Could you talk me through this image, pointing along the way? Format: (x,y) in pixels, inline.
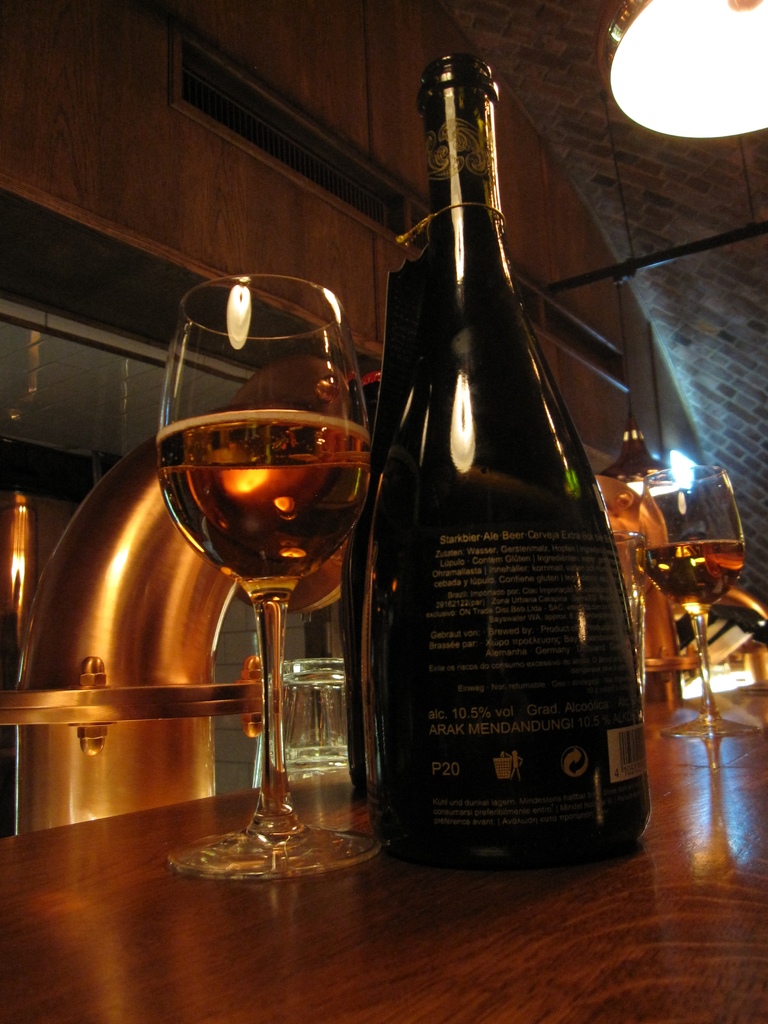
This picture is inside view of a room (375,498). In the center of the image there is a table (506,931). On table (653,826) we can see a wine bottle (518,500), glasses (297,476) are present. At the top of the image (78,154) cupboards (294,94) are there. At the top right corner (647,49) light (681,65) is present. In the middle of the image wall (719,367) is present.
